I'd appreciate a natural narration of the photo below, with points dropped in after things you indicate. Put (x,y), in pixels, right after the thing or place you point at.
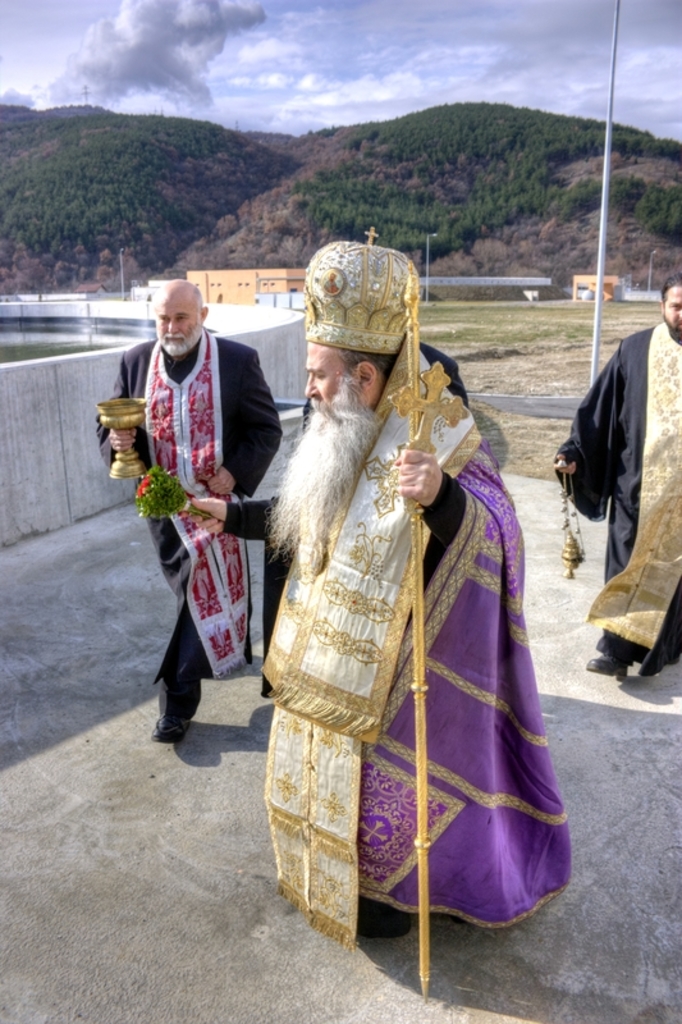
In this image I can see three persons (642,532) walking. The person (372,568) in front (494,605) wearing purple and cream color dress (380,532) holding some object (410,364) which is in gold color. Background (238,374) I can see two other persons (260,378) wearing black dress (258,369), trees (337,214) in green color, pole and sky (248,107) in blue and white color.
